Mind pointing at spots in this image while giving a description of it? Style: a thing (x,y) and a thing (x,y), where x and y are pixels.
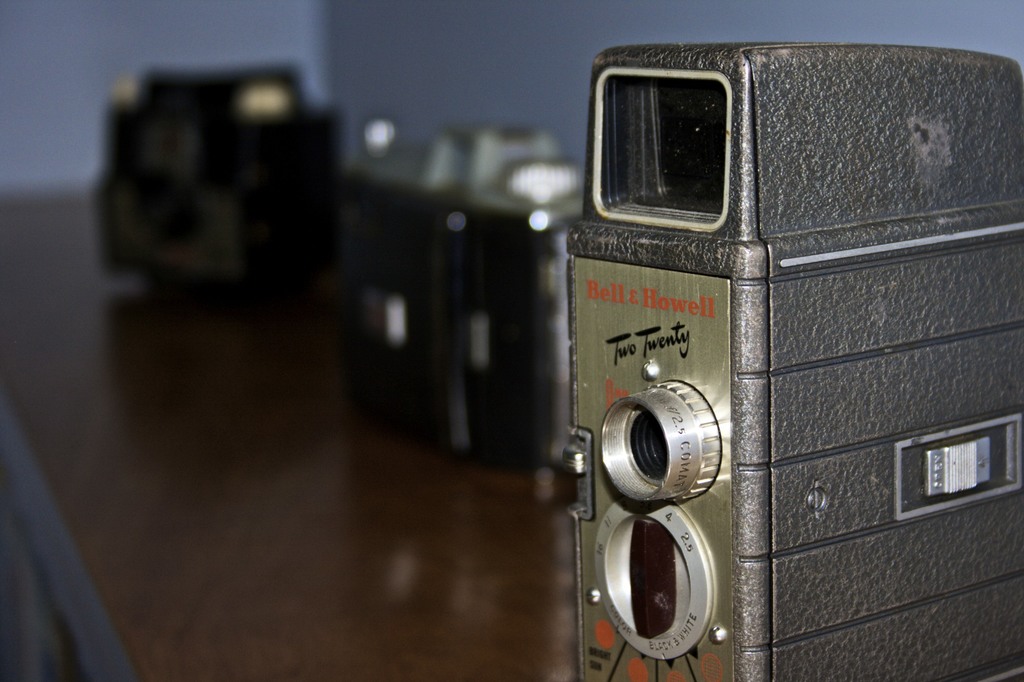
In this image we can see some devices (449,380) placed on the surface (227,427). At the top of the image (539,19) we can see the wall (488,48).
